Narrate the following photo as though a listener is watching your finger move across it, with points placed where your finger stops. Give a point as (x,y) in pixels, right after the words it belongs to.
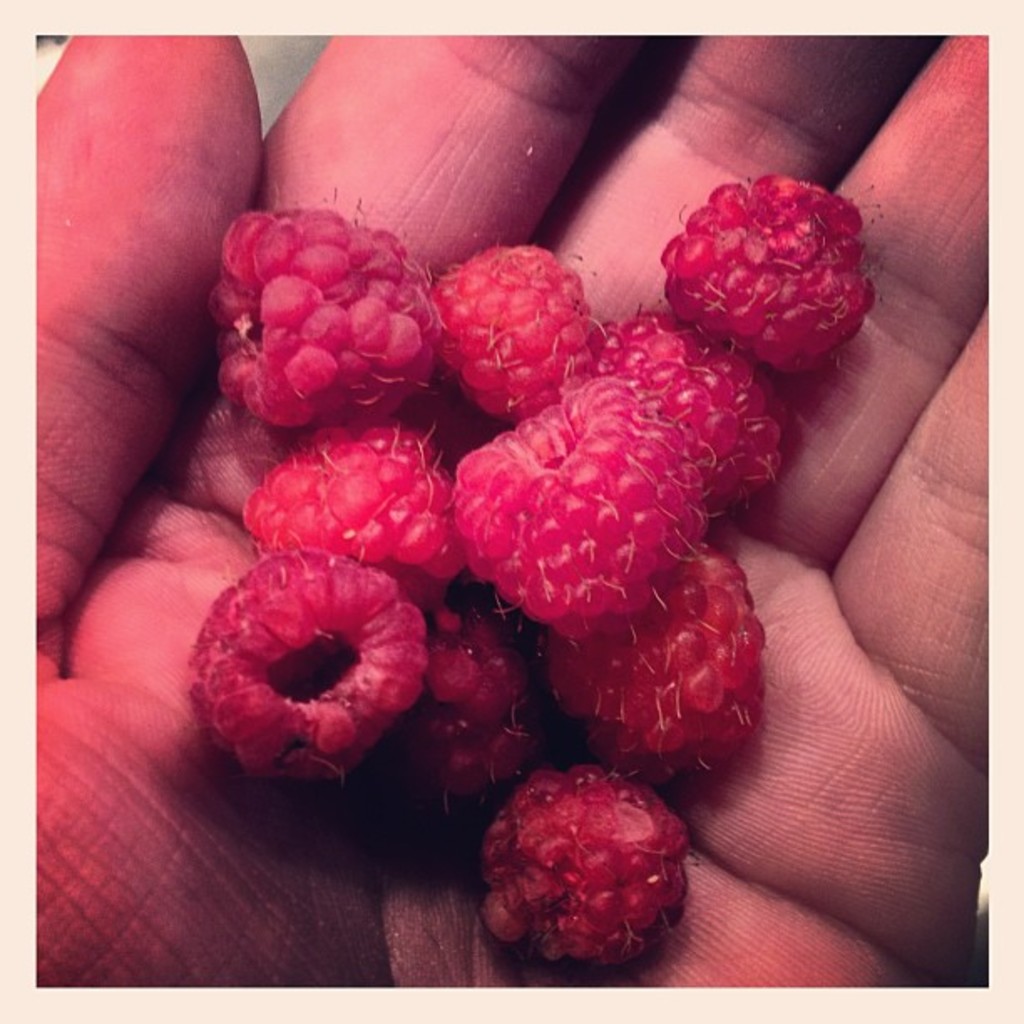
In this picture we can see raspberries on hand (239,169).
